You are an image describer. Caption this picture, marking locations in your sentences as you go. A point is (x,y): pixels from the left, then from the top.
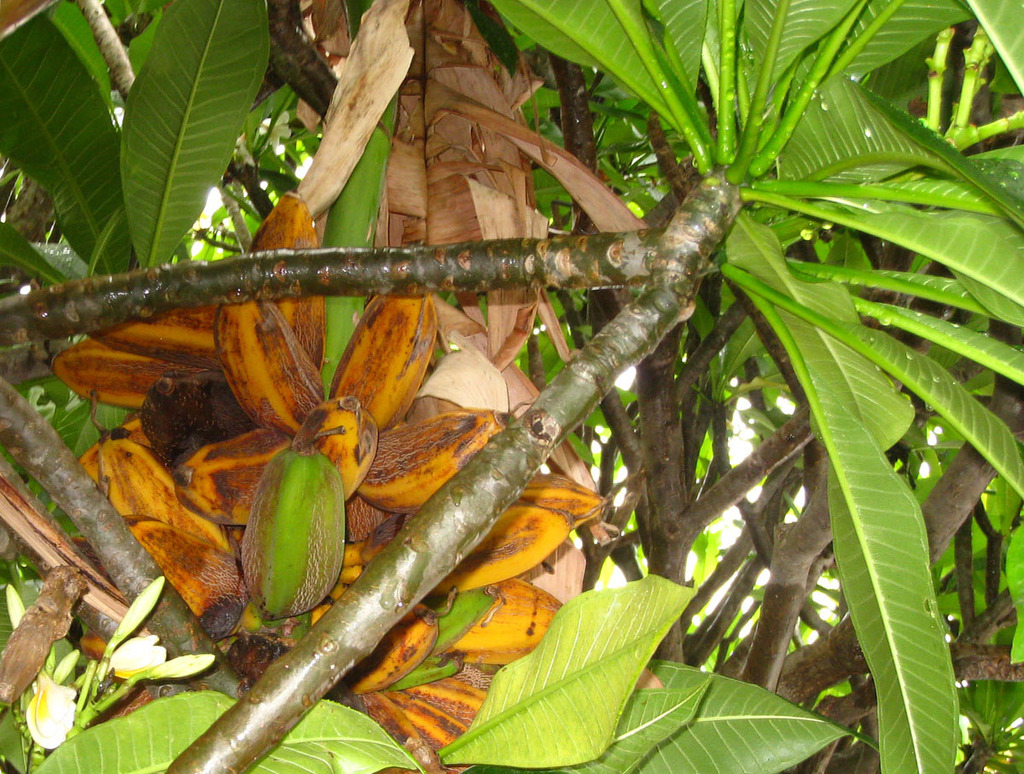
In the picture there are fruits (206,603) present in the tree (899,607).
